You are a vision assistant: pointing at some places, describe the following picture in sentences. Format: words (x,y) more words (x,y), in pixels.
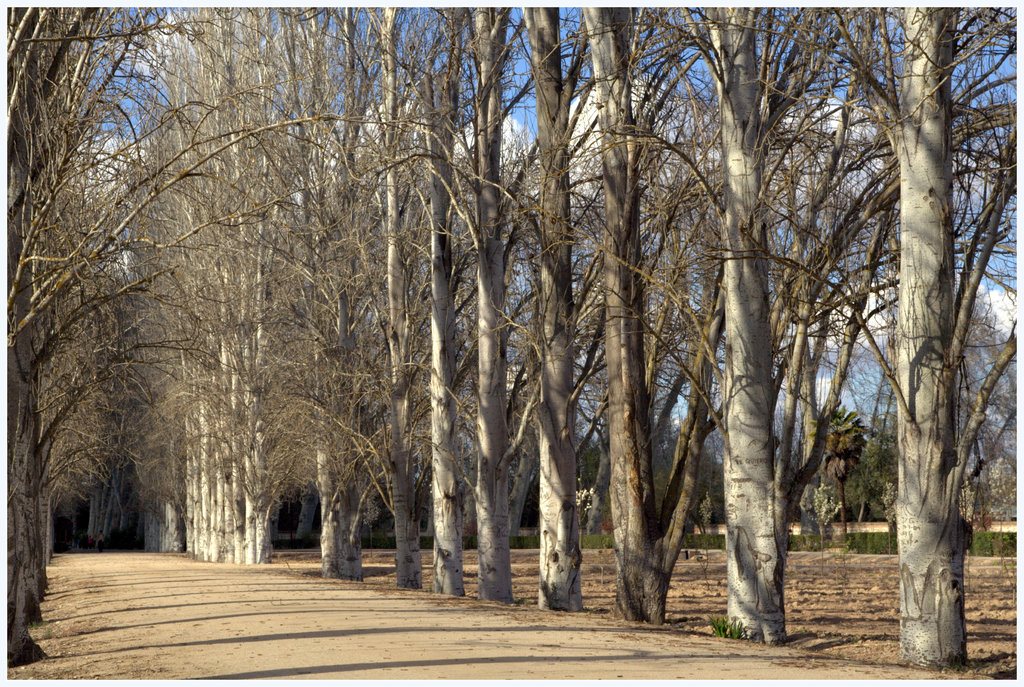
In this image there are group of trees (604,264), there are plants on the ground (303,570), at the background of the image (688,105) there is the sky (469,108), there are clouds (103,150) in the sky (513,92).
